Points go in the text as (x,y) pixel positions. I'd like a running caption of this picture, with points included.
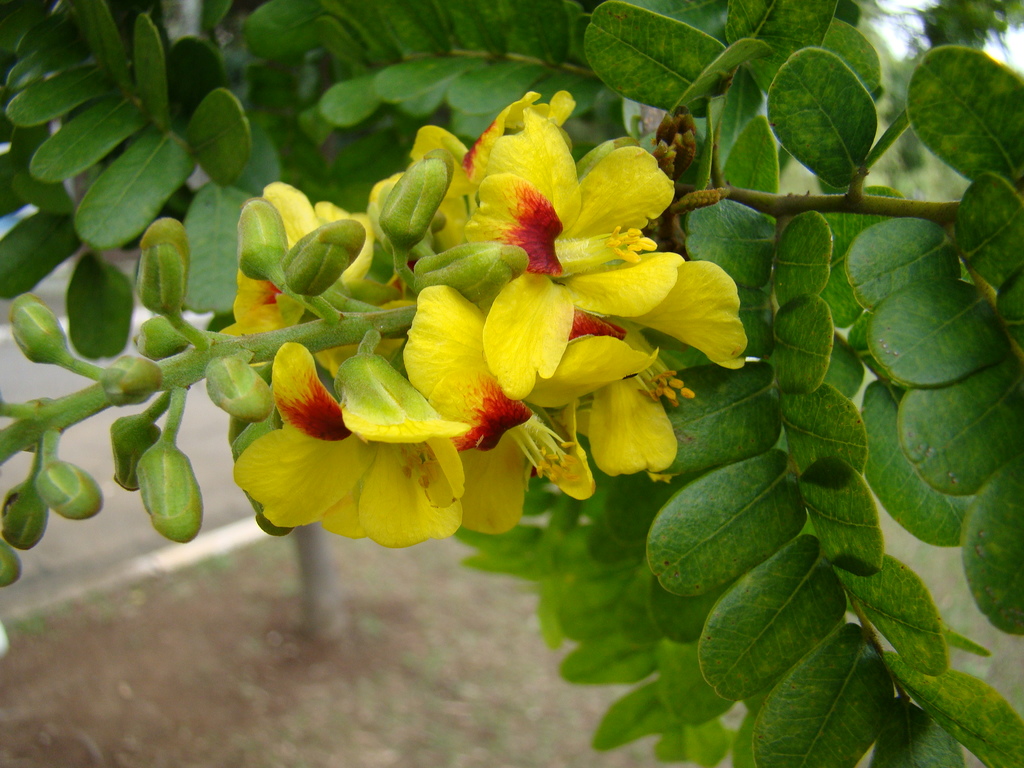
In the center of the image (502,345) we can see flowers (564,296), leaves (805,452) and buds (240,379) are present. At the bottom of the image (235,721) ground (251,705) is there.
